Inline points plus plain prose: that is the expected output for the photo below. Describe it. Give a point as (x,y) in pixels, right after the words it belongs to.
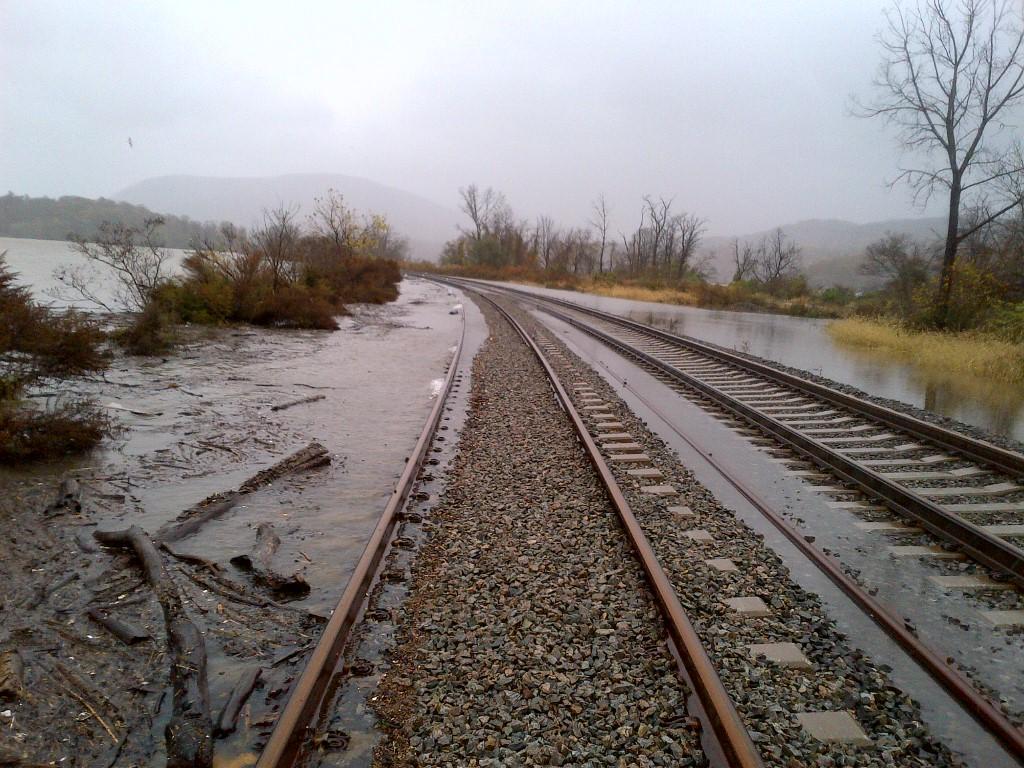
In this picture there are two tracks (615,507) and there is water (401,398) and trees (493,251) on either sides of it and there are mountains (333,186) in the background (349,198).
